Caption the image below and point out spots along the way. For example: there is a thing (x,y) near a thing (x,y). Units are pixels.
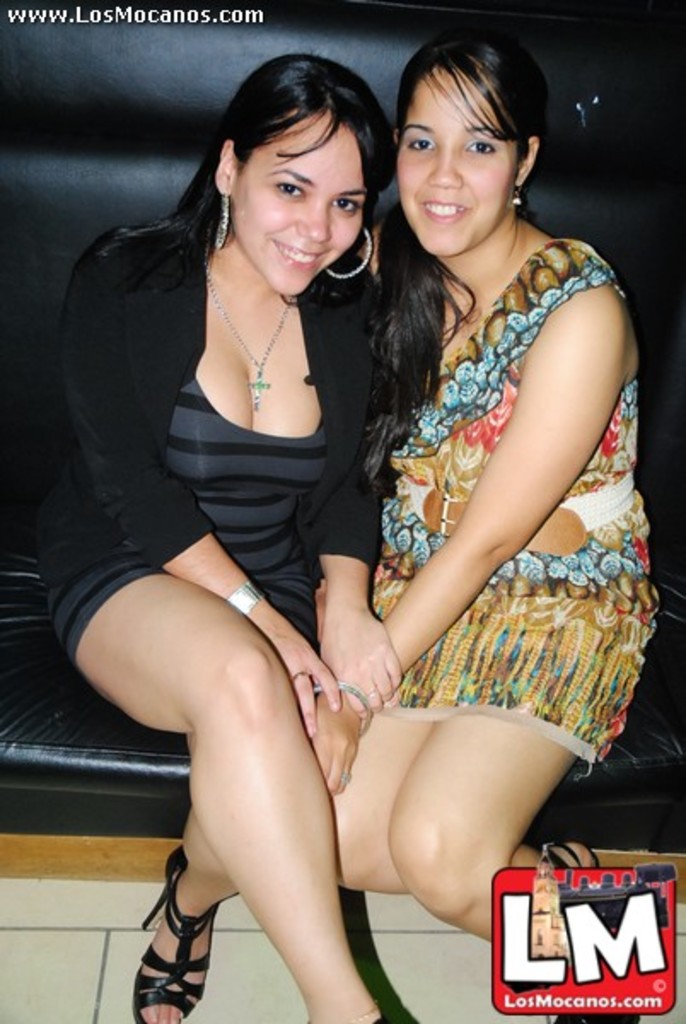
In the center of the picture (255,355) we can see two women (494,397) sitting on a couch (658,552), they are smiling. At the bottom (226,949) it is floor (471,952). In the bottom right corner (588,915) there is a logo (611,949).
